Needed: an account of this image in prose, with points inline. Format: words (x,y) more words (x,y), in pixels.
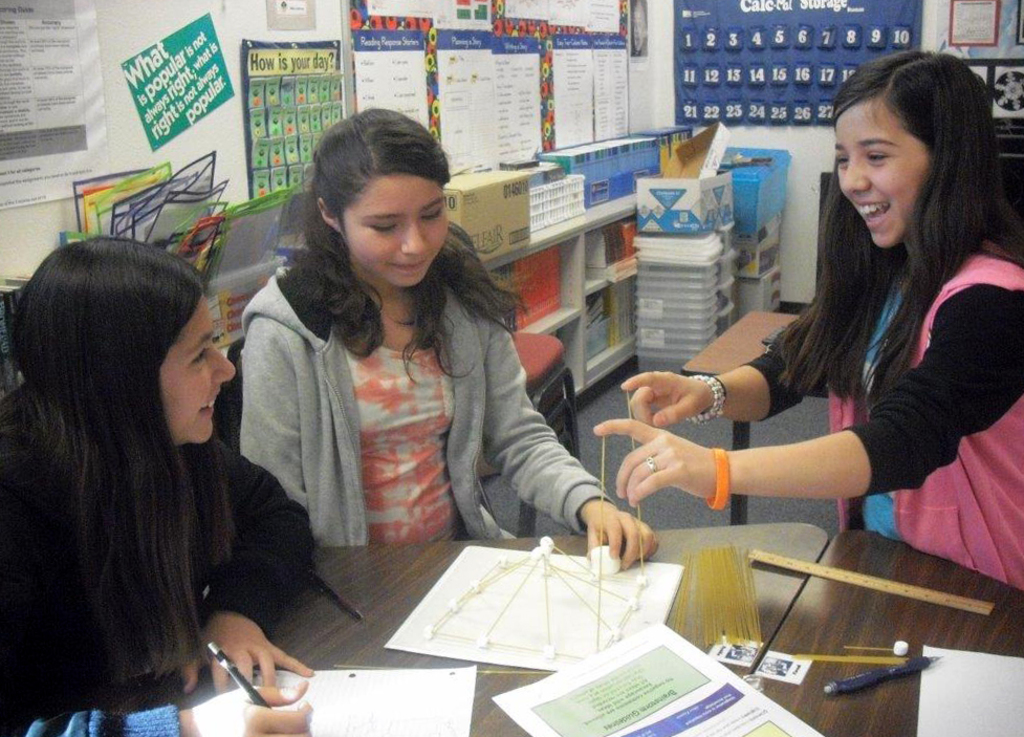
This image consists of three girls (385,394). In the middle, there is a table (459,660) on which there are many papers (795,732) and pens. In the background (587,90), there is a wall (662,49) on which there are charts (422,70) and poster (562,75) pasted. At the bottom (513,498), there is a floor (580,430).
